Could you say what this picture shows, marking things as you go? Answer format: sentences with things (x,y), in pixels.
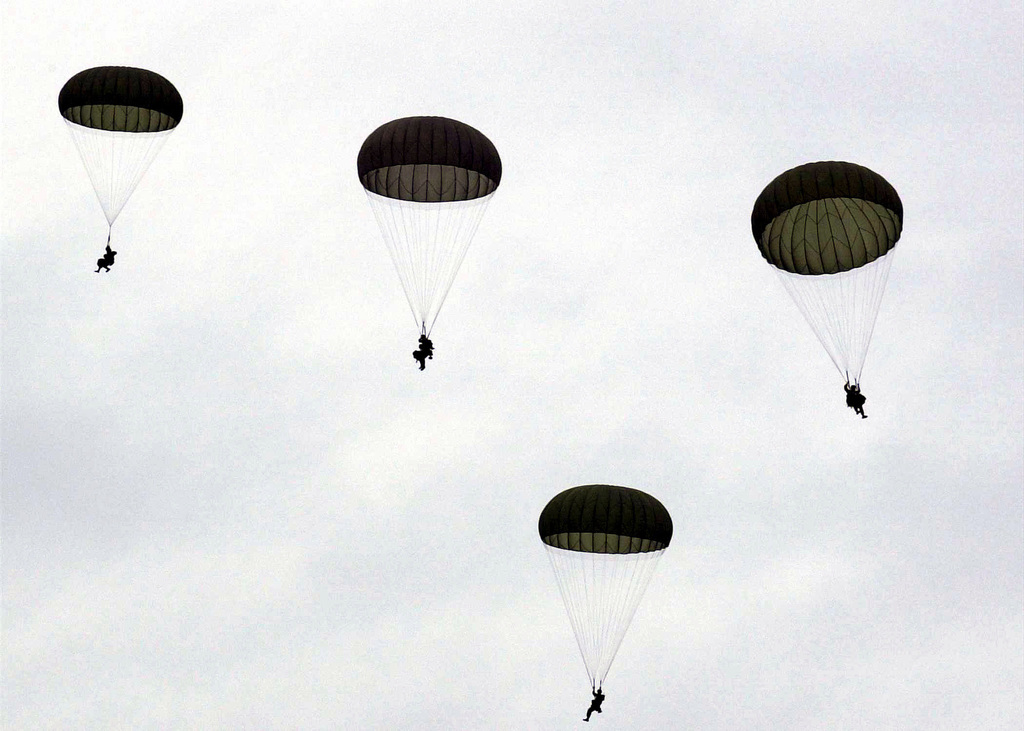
In this image there are persons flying in the sky (290,282) with the parachute (854,309).
